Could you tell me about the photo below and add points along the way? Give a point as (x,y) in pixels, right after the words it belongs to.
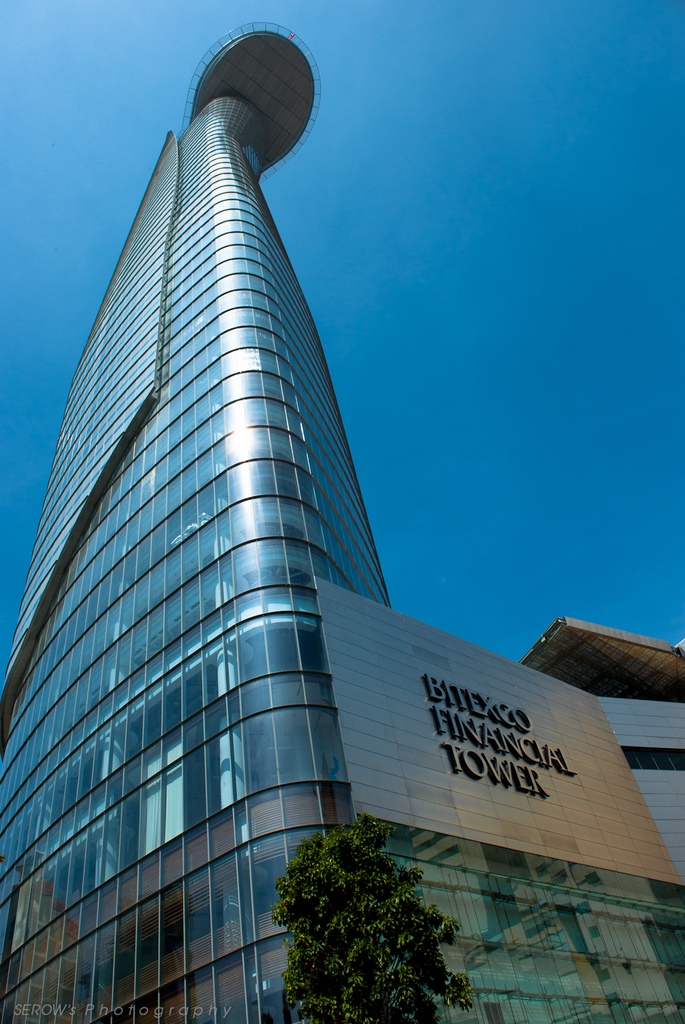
In this image I can see the tree (438,962) in green color, background (181,851) I can see the glass building (202,465) and the sky (470,121) is in blue color.
